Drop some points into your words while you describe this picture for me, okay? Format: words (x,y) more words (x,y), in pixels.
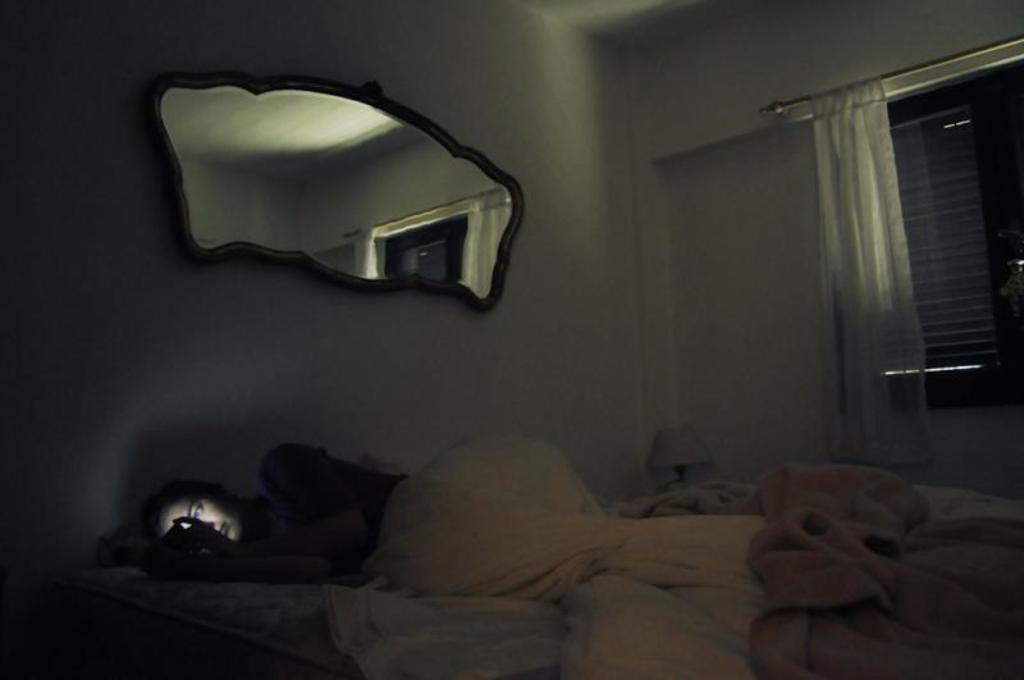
In this image I see the wall (671,242) on which there is a mirror (418,158) and I see the curtain (847,215) over here and I see the bed (153,609) on which there is a person (318,472) who is lying and I see that the person (166,495) is holding an electronic device (189,527) and I see few blankets (756,532) and I see a lamp (679,438) over here.
